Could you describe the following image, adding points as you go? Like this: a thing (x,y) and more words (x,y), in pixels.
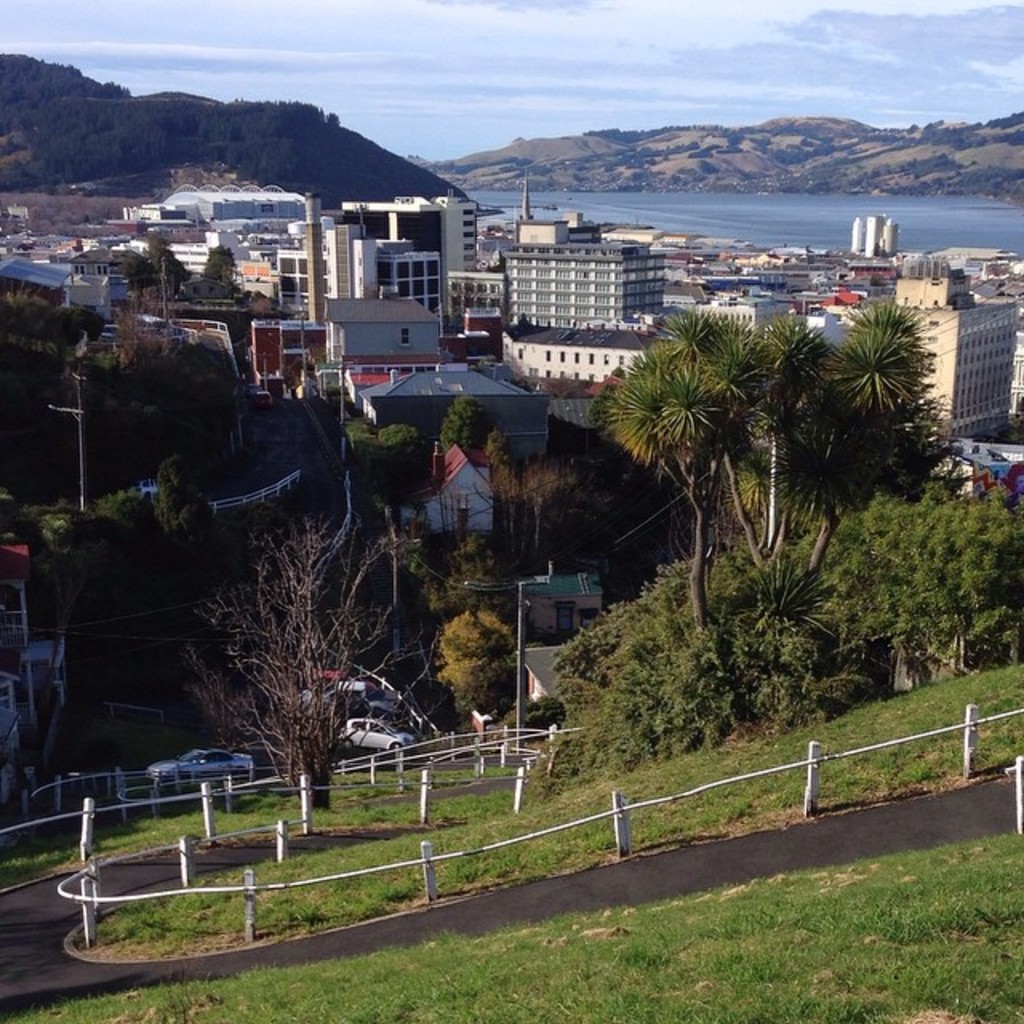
In this image I can see the road (730,874), the railing (193,893), some grass (582,955) on the ground (832,879), few trees (877,646) and few vehicles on the road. In the background (446,288) I can see few buildings (307,320), few mountains (523,139), the water (807,202) and the sky (494,52).
